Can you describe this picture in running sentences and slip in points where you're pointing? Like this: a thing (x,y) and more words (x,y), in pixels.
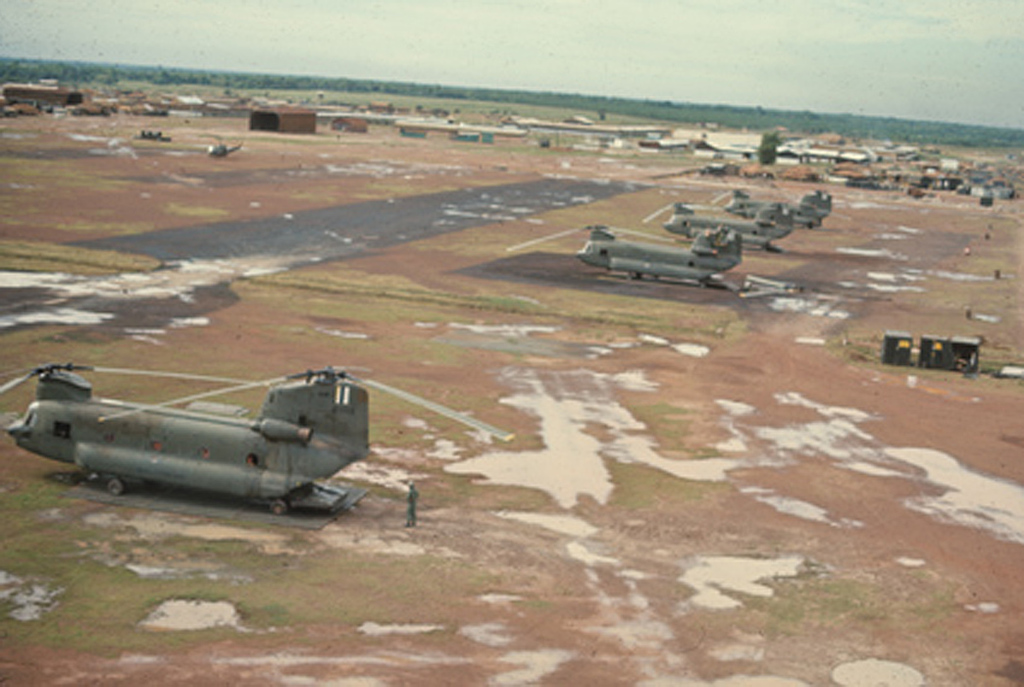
As we can see in the image there are helicopters (164,406) and boxes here and there. In the background (572,103) there are trees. On the top (554,36) there is sky (522,41).
